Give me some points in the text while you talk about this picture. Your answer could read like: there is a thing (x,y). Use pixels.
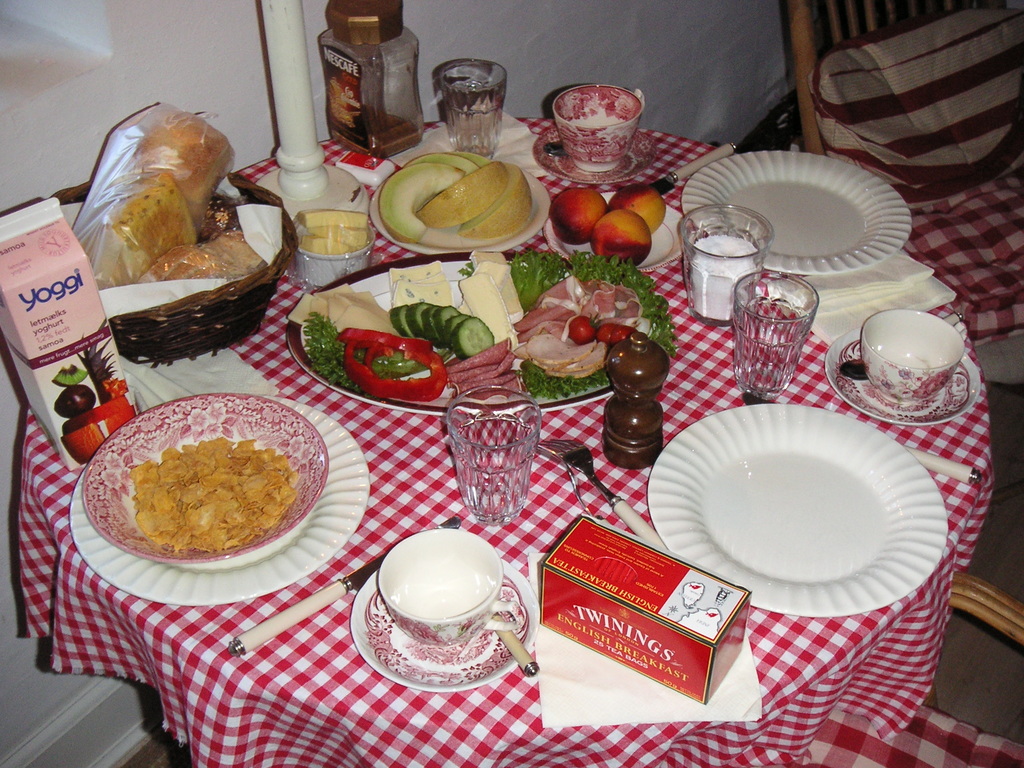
The picture consists of a table (403,436) covered with cloth (383,447), on the table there are plates (775,444), platter (442,345), glasses (487,471), cups (616,152), saucer (916,410), tissues (421,151), jar (335,71), basket (276,258), food items (556,256), forks (577,467), spoon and other objects (307,116). On the right (988,605) there are chairs (944,231). At the top (319,67) there is a wall (686,32) painted white.
